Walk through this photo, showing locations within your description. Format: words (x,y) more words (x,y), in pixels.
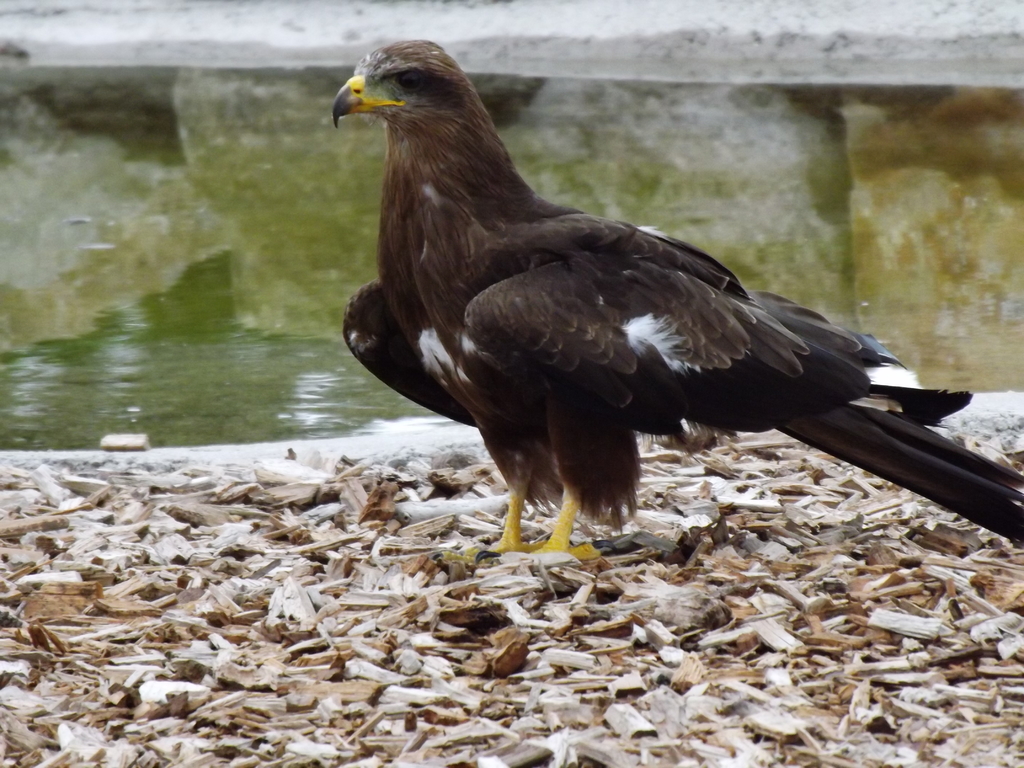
In this picture we can see an eagle (562,335) and behind the eagle (535,339) there is the water (598,186). On the water (189,211) we can see the reflection (202,179) of the rocks (898,209).
